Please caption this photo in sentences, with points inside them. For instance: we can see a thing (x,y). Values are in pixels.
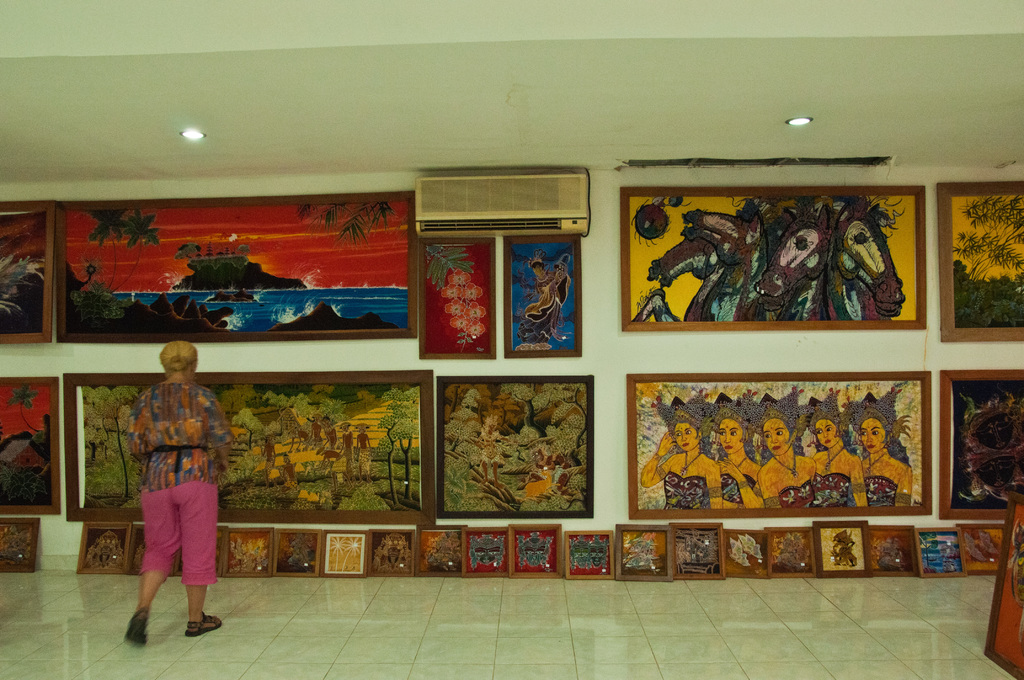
In this image, we can see a woman (196,630) is walking on the floor (278,639). Background (621,405) there is a white wall (595,430). Here we can see so many paintings (396,475) with frame (123,528) on the wall (609,393) and floor (537,644). Top of the image (470,108), there is a ceiling (503,115) and lights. Here we can see air conditioner (482,211).
